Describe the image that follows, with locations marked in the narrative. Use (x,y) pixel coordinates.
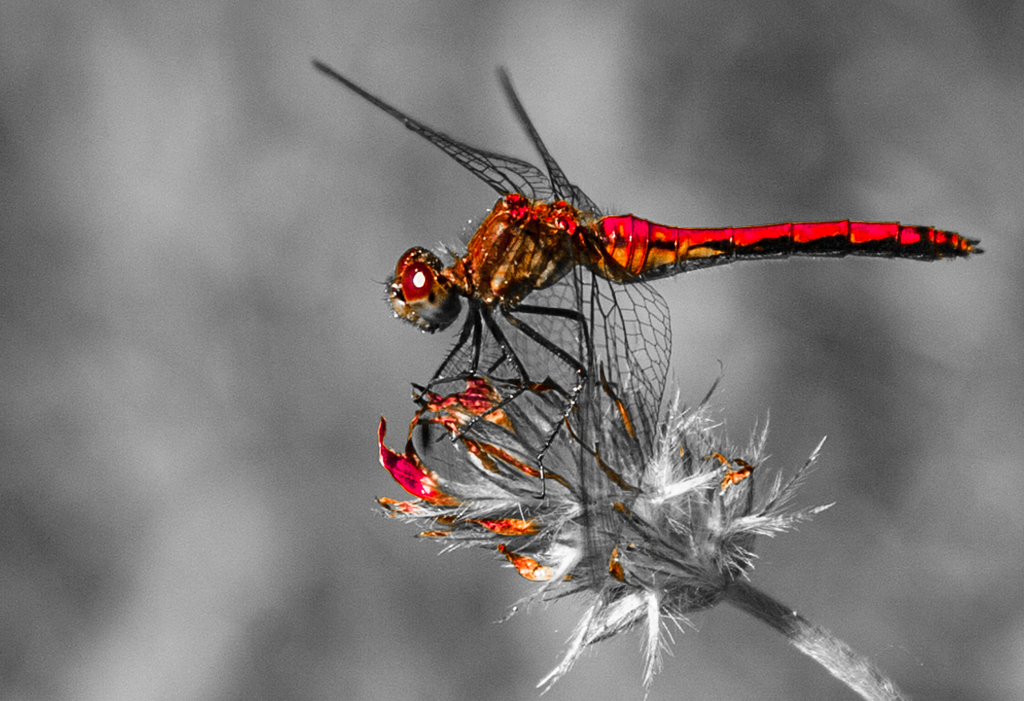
In this picture there is a dragonfly (537,258) on the flower (462,414). At the back (301,137) the image is blurry. This is an edited picture.
